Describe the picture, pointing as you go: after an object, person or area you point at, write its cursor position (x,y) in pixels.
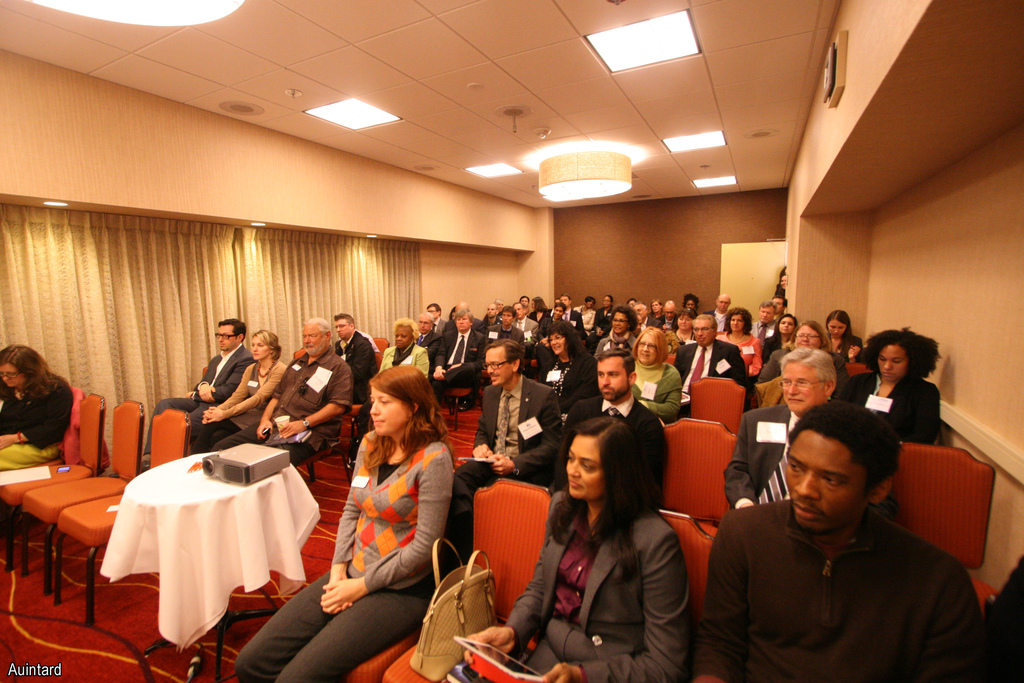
In this picture we can see a room (879,134) where we have a group of people (470,312) sitting on the chairs (456,418) wearing some badges (534,425) and there is a table (199,483) between them on which there is a projector (221,453) and some lights (557,181) on the roof (754,137).
